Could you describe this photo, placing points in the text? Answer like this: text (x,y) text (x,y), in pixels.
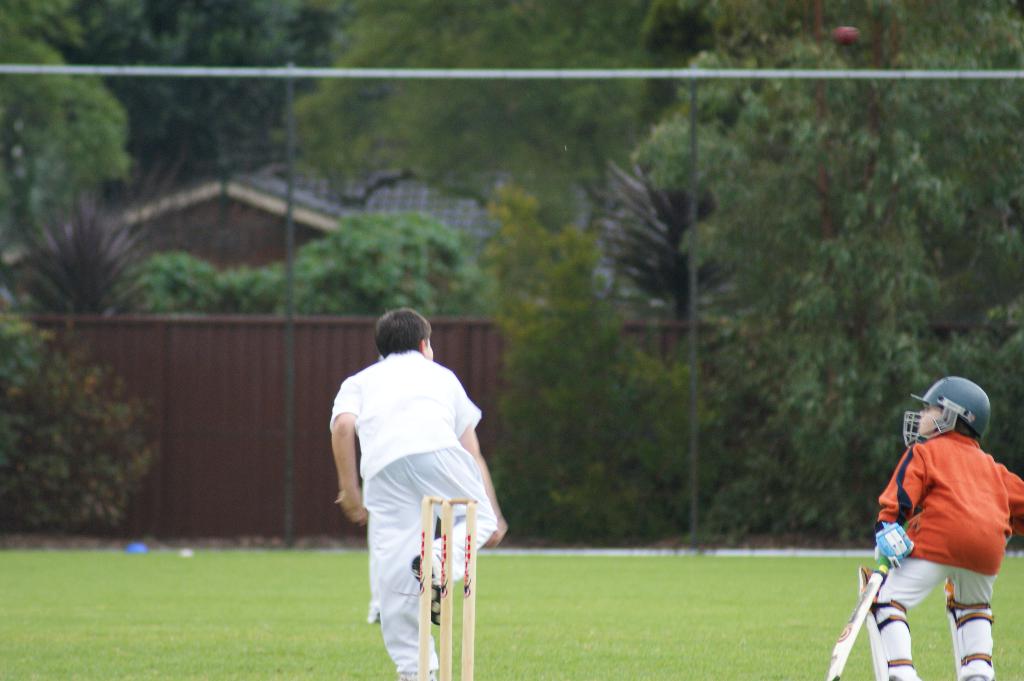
In this image we can see persons (887,613) standing on the ground (538,640) and one of them is holding a bat (858,633) in the hands (891,525). In the background (309,229) we can see buildings (258,249), gate (241,332), poles (289,332) and trees (673,98).
